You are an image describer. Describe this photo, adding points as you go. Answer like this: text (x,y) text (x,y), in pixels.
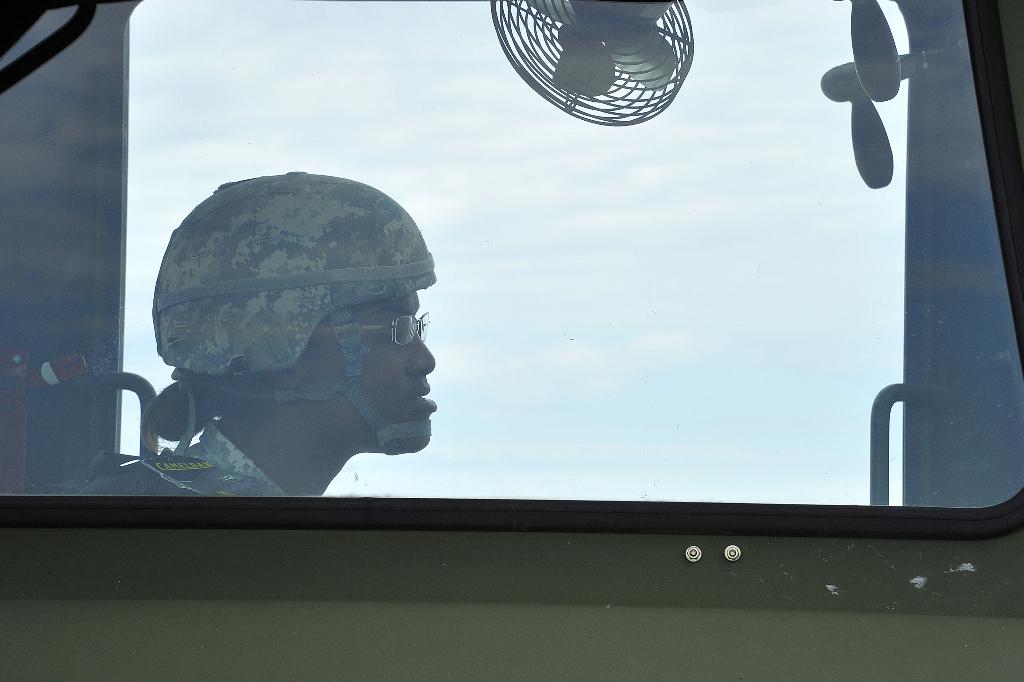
In this picture there is a man (331,289) who is wearing spectacle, helmet (201,290) and shirt (219,492). He is sitting behind this glass window (217,465). At the top (580,87) there is a fan (580,41). In the background (599,266) I can see the sky (627,324) and clouds (597,231).
